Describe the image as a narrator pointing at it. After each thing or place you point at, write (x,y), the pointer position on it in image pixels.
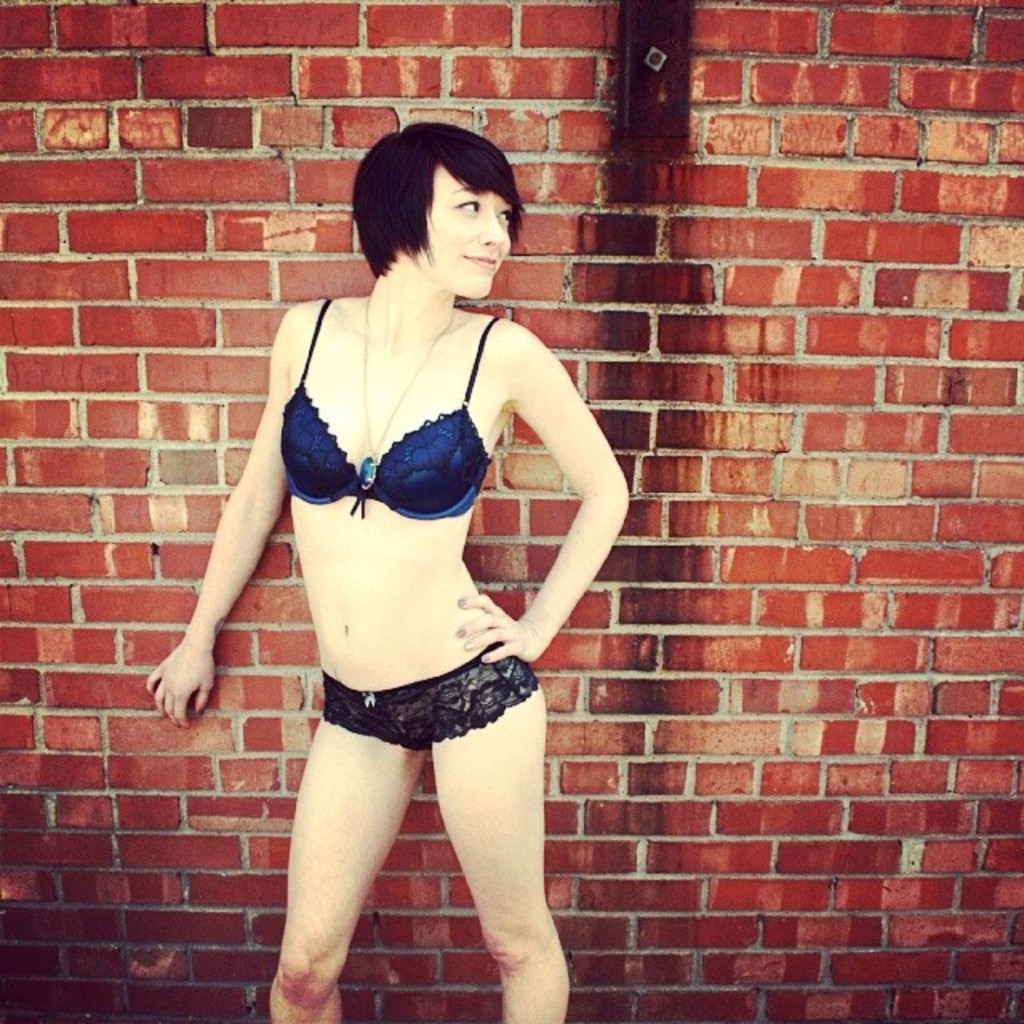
There is a woman (291,480) standing. In the back (586,386) there is a brick wall (112,711).
